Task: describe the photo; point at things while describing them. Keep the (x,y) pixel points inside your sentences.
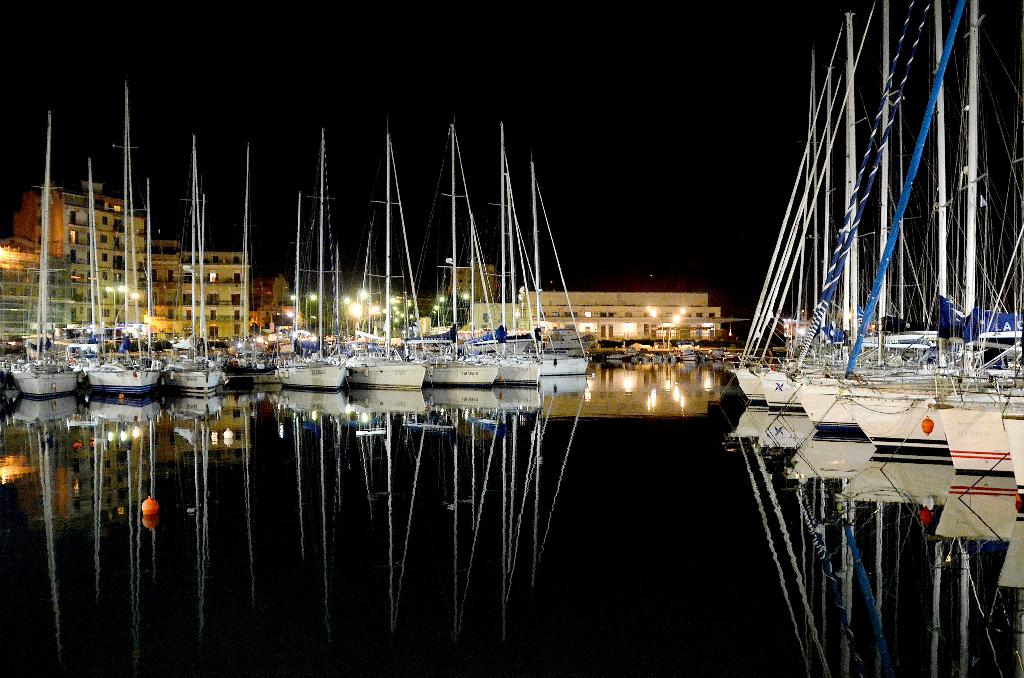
Above this water (555,505) there are boats (297,326). Background (685,318) there are buildings (263,312) and lights (631,325) This is dark sky (675,163). On this water (504,468) there is a reflection (453,451) of buildings (607,320), lights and boats (945,511).
